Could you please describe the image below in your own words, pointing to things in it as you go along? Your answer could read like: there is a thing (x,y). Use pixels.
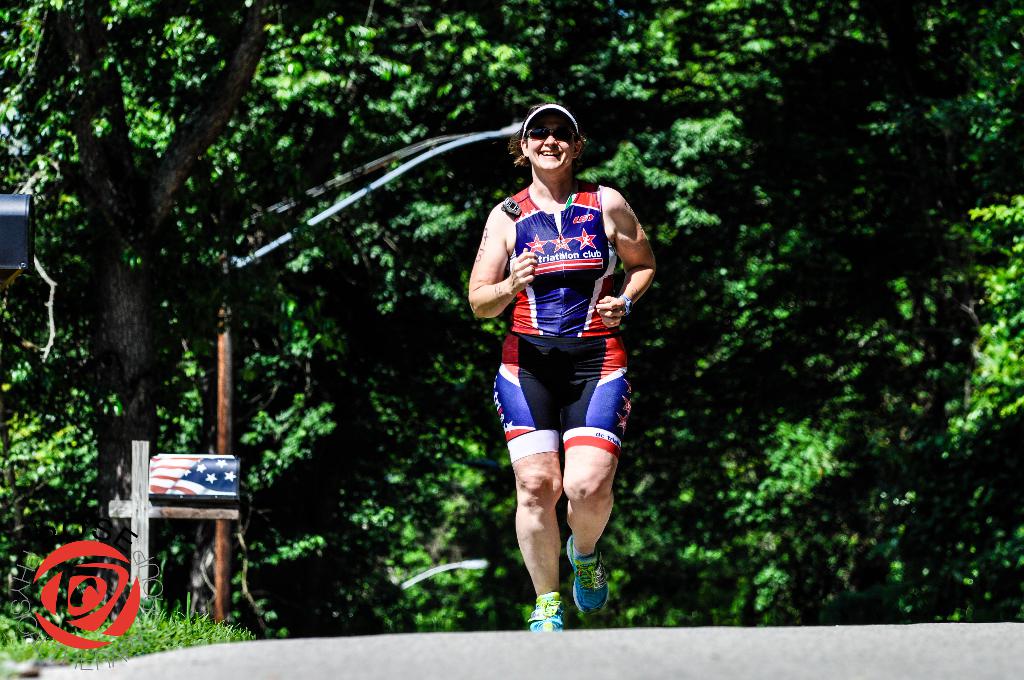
In this picture we can see a person (537,391) running on the road (593,656). On the left side of the image (222,542), there is a street light (480,136) and some objects (150,488). Behind the person (581,318), there are trees (39,229). In the bottom left corner of the image (62,589), there is a watermark (78,589).
